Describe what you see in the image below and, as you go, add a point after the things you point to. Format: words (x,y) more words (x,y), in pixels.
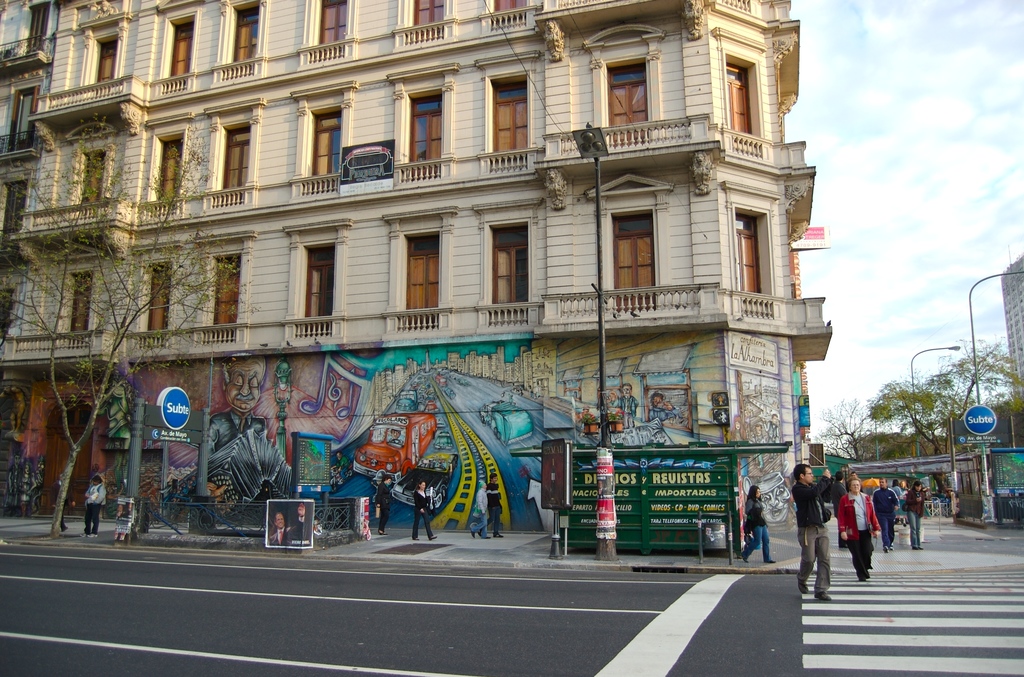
In this picture there is a building (314,185) and there are few persons (494,487) beside it and there are trees (946,423) and a building (1022,290) in the right corner (966,346).
